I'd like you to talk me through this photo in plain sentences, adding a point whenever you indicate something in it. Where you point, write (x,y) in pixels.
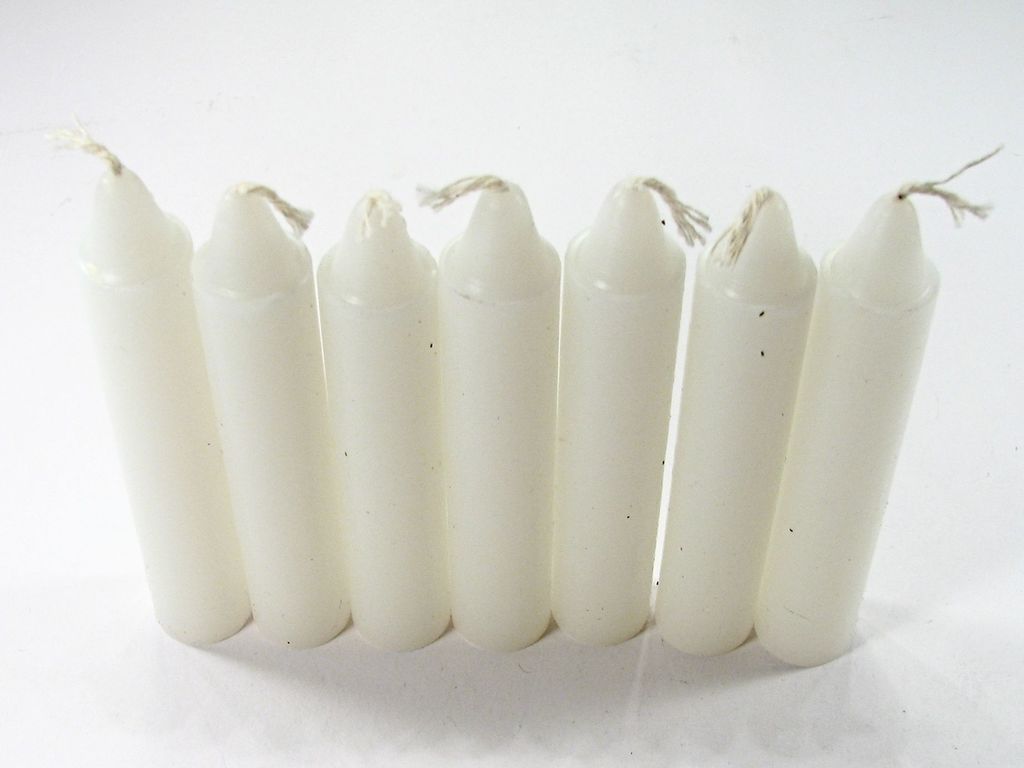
In this picture there are white colored candles (443,327) in the center of the image (495,488).
